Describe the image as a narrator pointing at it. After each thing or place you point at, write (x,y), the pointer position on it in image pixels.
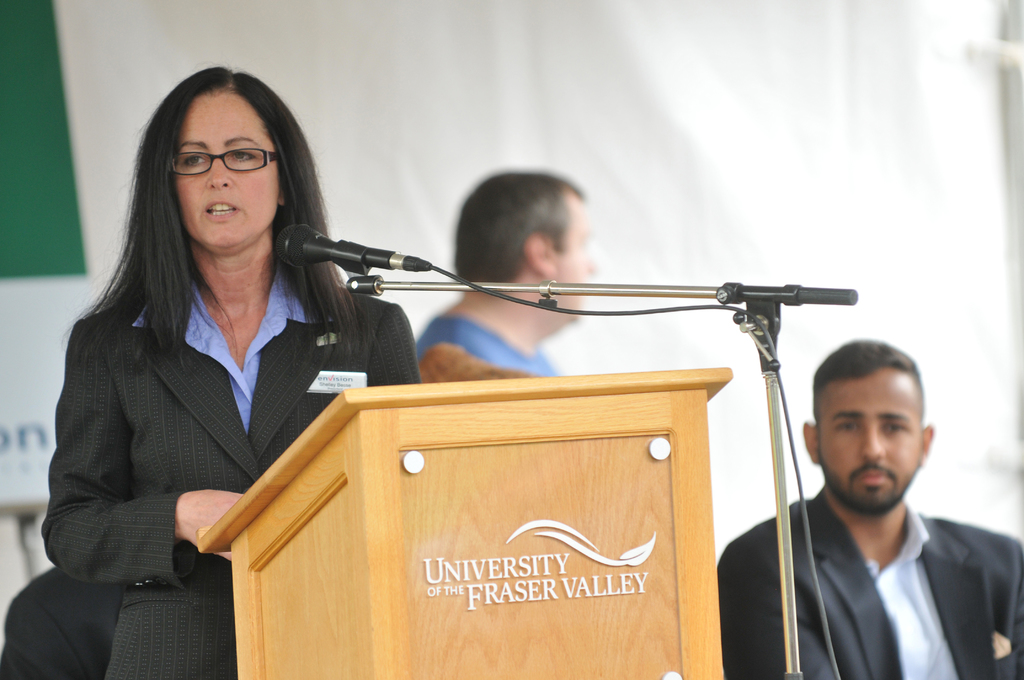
In this image I can see a woman (183,358) standing in front of a mike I can see a wooden table (663,410) in front of her with some text (513,577). I can see three more people (537,210) behind her. The background (660,20) is blurred.
